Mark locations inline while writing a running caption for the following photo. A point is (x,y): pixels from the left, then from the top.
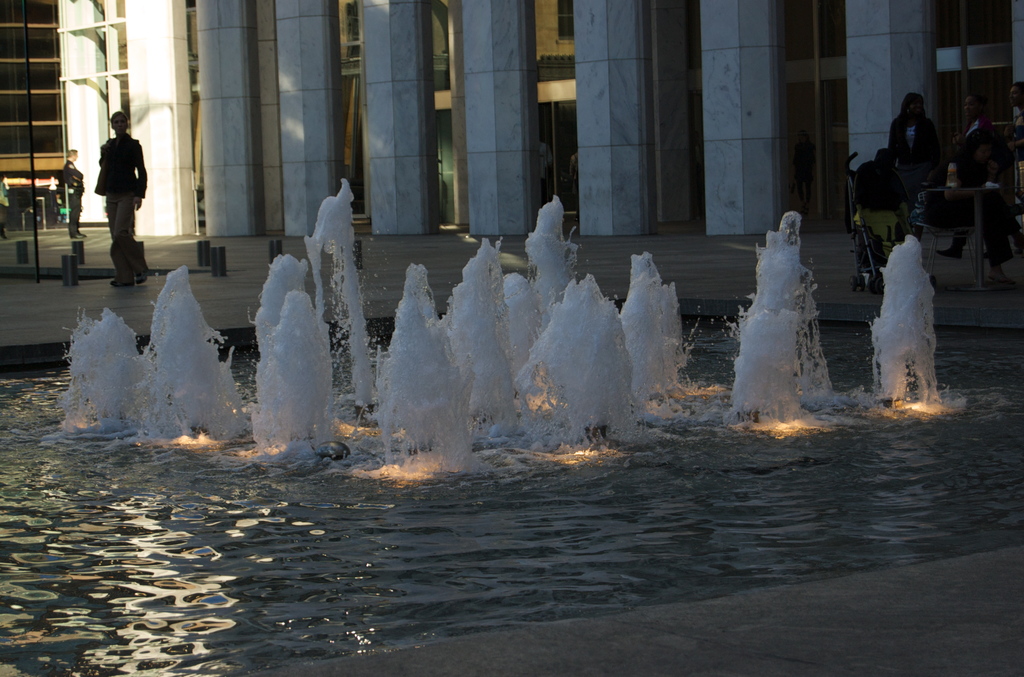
In the center of the image (532,362) there is a water fountain (526,519). In the background of the image (144,26) there is a building (446,26) with pillars (327,158). There is a man (115,285) walking on the floor (365,268). To the right side of the image (999,246) there are people (948,198).
